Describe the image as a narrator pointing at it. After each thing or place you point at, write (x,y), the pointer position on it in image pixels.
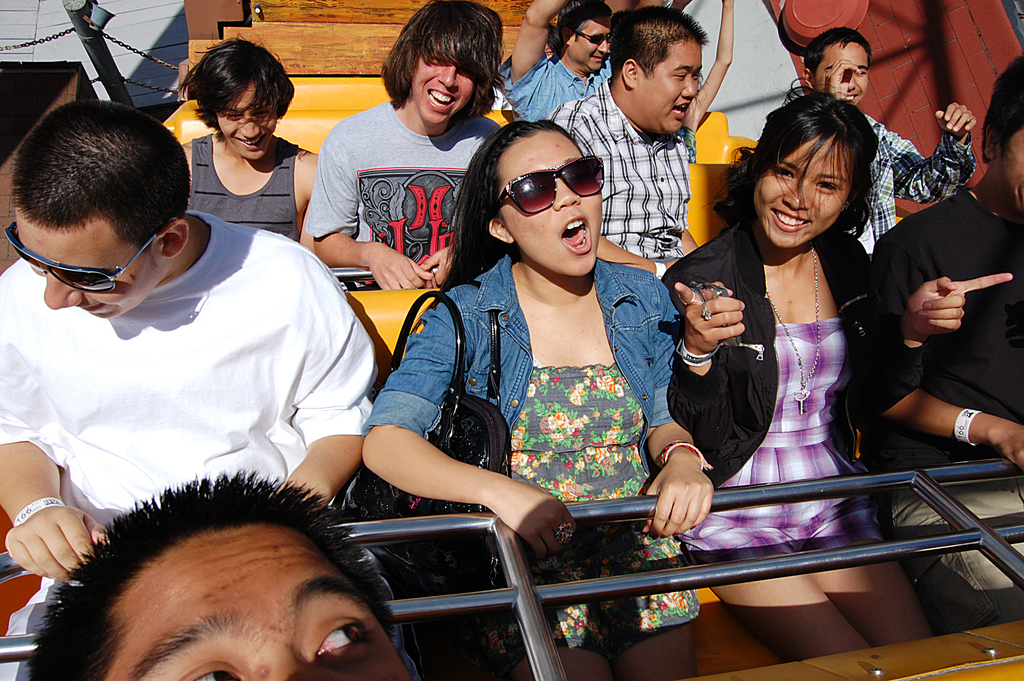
In this picture we can see group of people (413,370) they are all seated and few people (141,202) wore spectacles (575,169), in the background (103,31) we can see a chain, and we can find few metal rods (527,588) in front of them.
